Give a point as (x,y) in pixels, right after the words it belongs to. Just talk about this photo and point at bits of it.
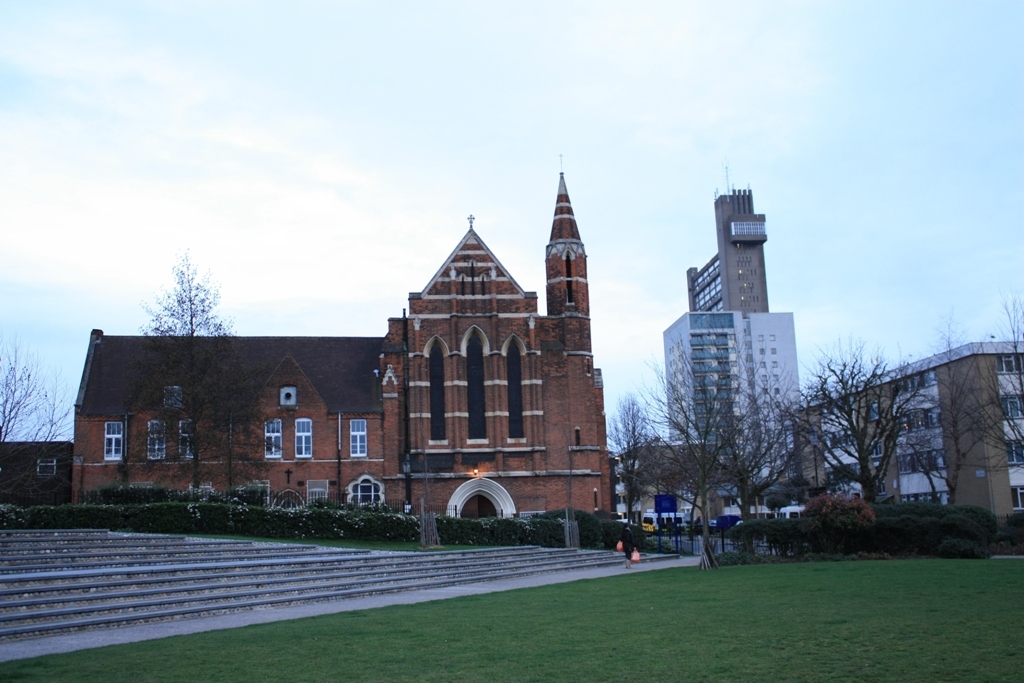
This is an outside view. At the bottom (596,656), I can see the grass (659,671) on the ground (545,656). On the left side (89,591) there are stairs (109,564). In the middle of the image (440,393) there are many buildings (276,460) and trees (871,481). At the top of the image (480,122) I can see the sky (633,70).
